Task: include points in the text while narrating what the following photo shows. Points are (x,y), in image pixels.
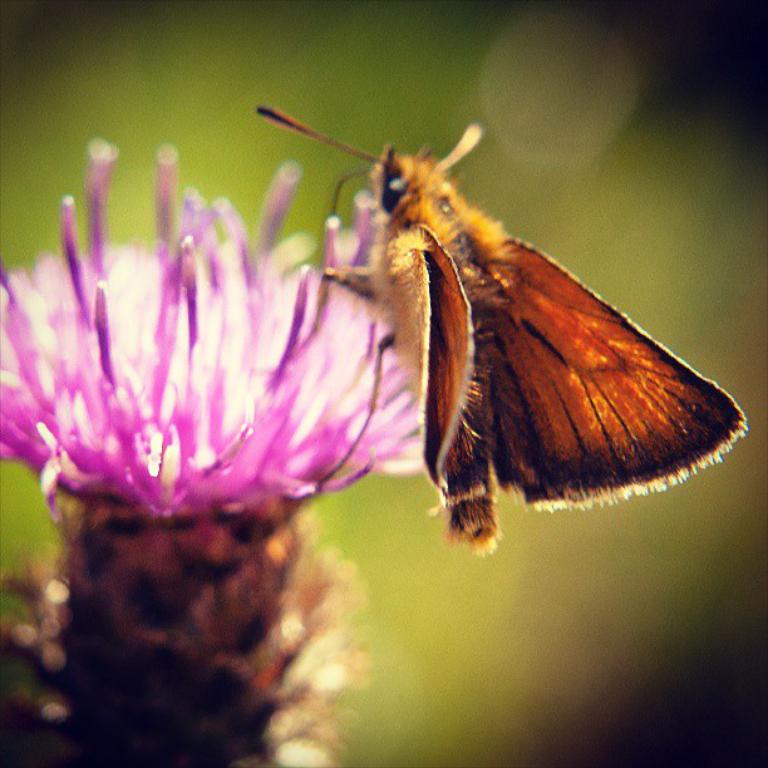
In this image I can see a flower (209,356) and on it I can see an insect (488,438). I can also see this image is little bit blurry in the background (517,721).
